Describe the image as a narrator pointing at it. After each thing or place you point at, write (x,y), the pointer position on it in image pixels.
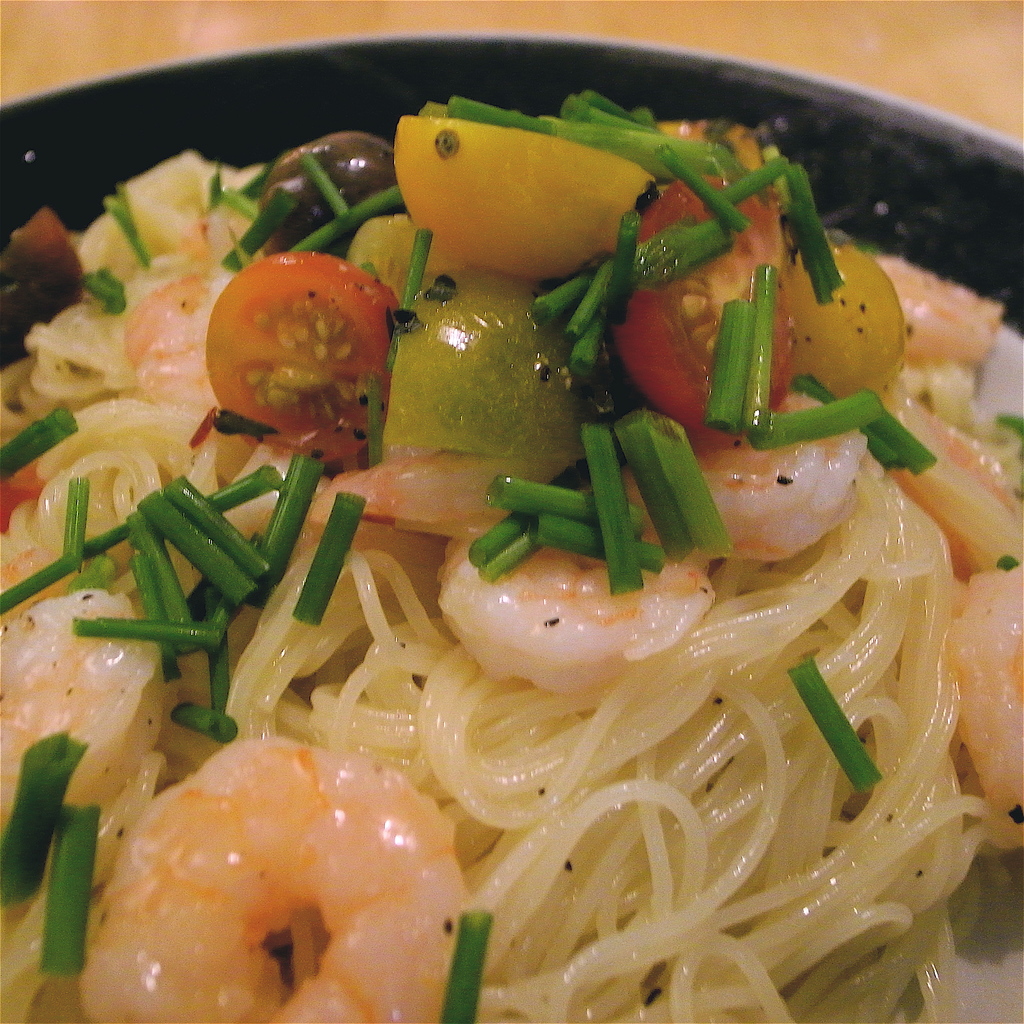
In this picture we can see food (803,468).
